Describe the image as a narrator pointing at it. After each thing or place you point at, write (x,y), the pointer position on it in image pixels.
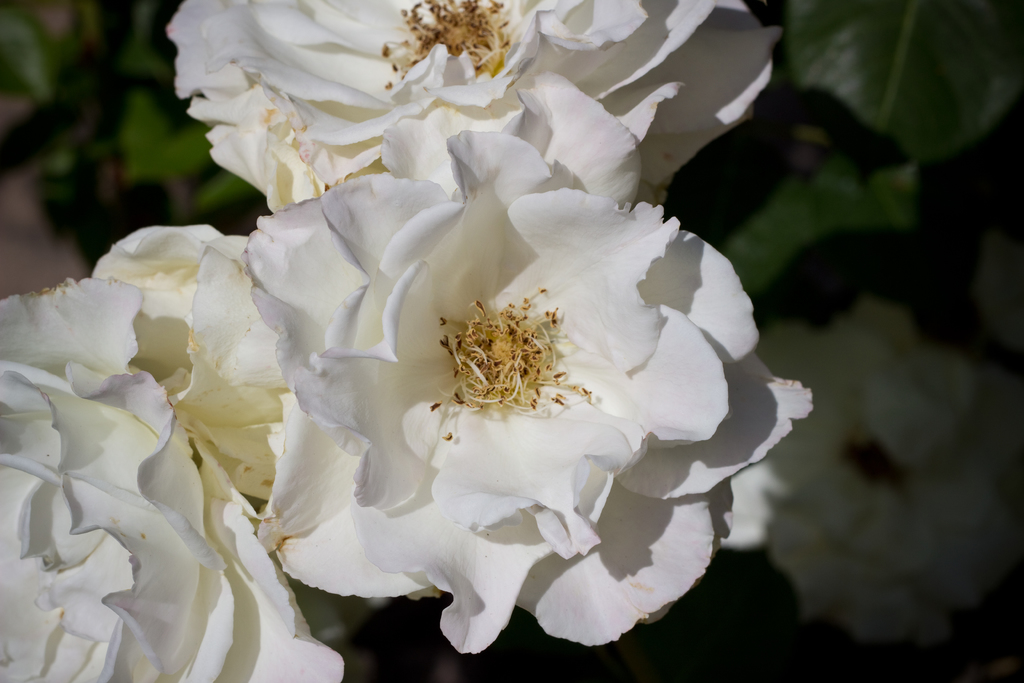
In this picture, we see rose flowers (431,415) in white color. In the background (846,193), it is green in color and it is blurred in the background (99,107).
